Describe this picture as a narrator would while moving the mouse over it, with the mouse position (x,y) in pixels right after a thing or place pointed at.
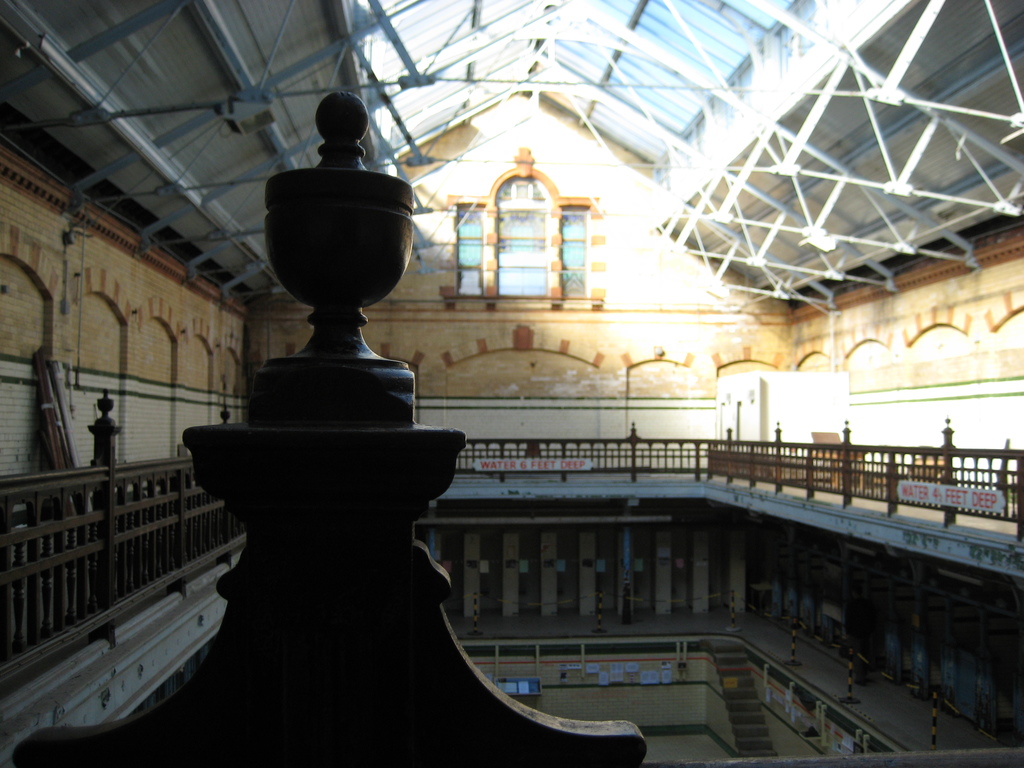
The image is taken inside the building (690,191). In the center (645,444) can see railings (660,442). In the background (507,270) there is a window (507,270). At the top (317,95) there is a roof (782,38).
